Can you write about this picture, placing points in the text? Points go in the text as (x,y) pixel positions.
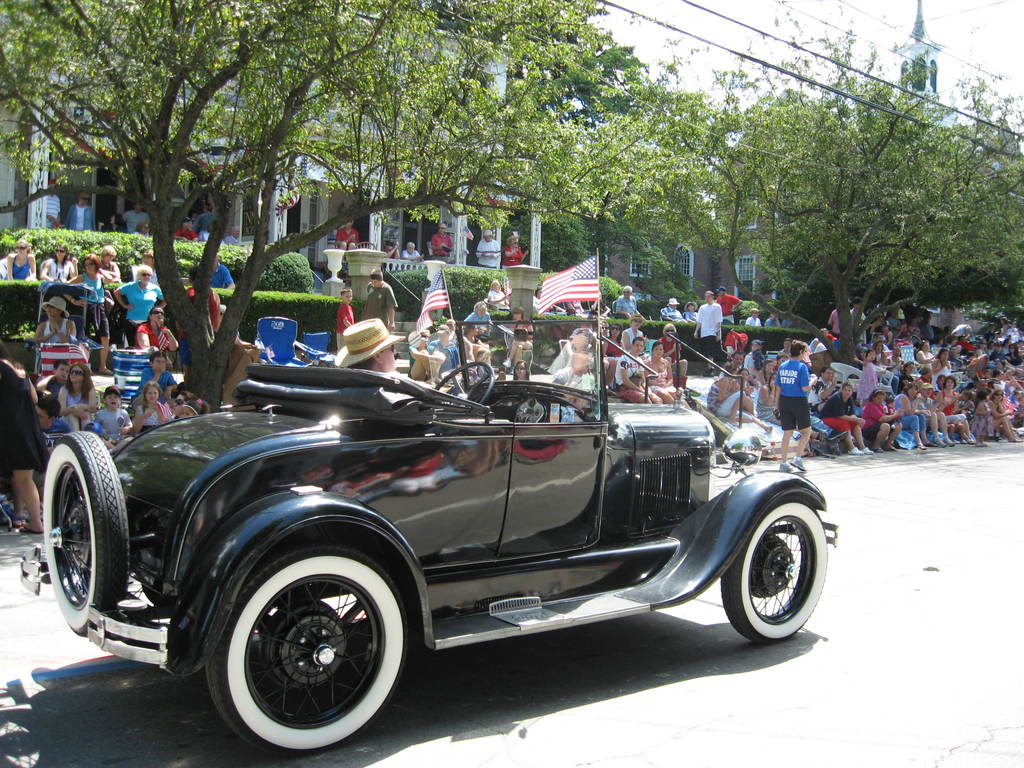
This picture consists of a road (908,600), on the road (866,551) I can see a vehicle (242,482), on the vehicle (296,466) I can see flag (594,293) and person (348,341) beside the vehicle (503,360), I can see crowd of people (1009,350) and trees (588,163) and power line cable (865,76) and flags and bushes (12,304) and plants (93,236) visible, in the middle (651,273) I can see the building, in the top right (908,17) I can see the sky (907,14).
